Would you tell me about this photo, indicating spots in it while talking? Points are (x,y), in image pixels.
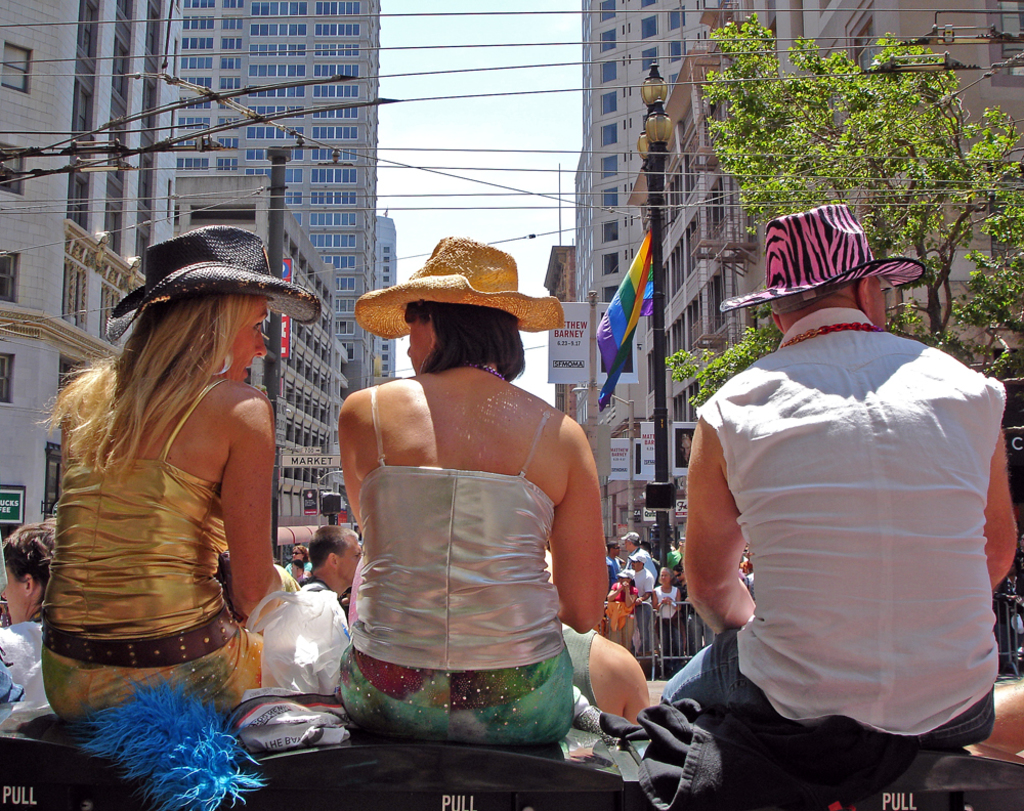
In this image, I can see three people (727,575) sitting and few people (303,565) standing. I can see the current wires (462,179), buildings (626,62) with windows (335,234) and light poles (656,265). On the right side of the image (893,198), I can see a tree (937,249) with branches (948,263) and leaves (920,175). It looks like a flag (626,297), which is hanging to a pole (658,523). At the bottom of the image (661,639), I can see a barricade (659,647) on the road (661,685).
